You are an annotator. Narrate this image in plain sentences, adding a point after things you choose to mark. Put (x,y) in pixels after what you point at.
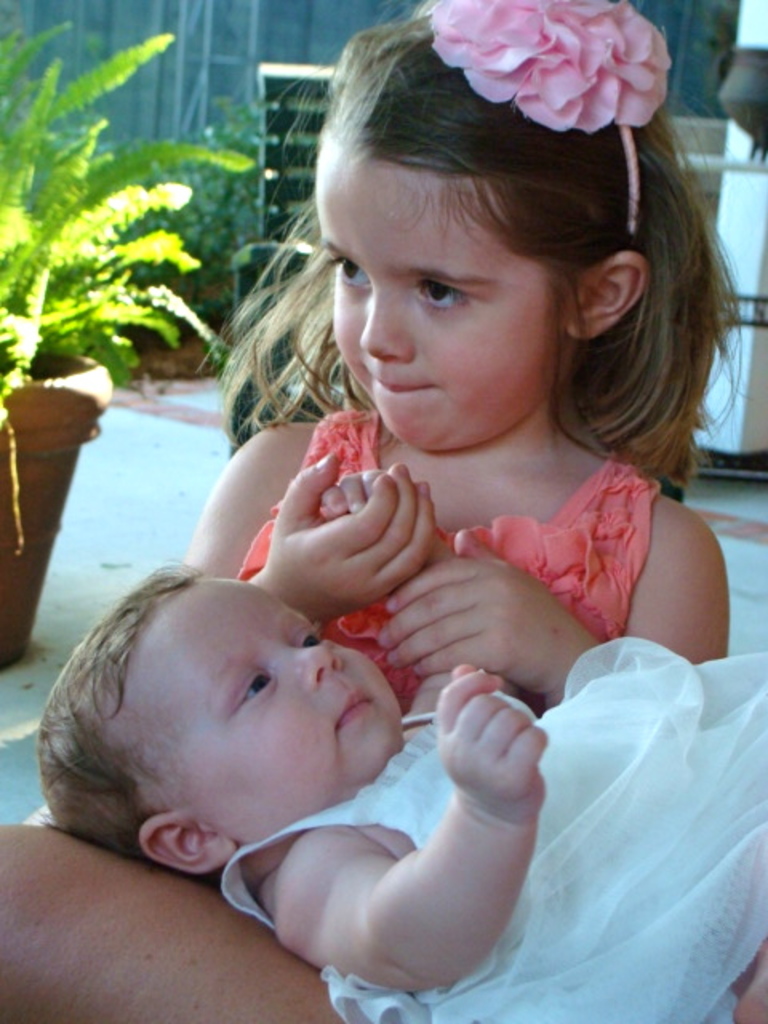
In this image I can see two persons (465,816). In front (581,900) the person (498,832) is wearing white color dress (592,855) and the other person (588,555) is wearing peach color dress (558,531), background (16,228) I can see few plants (158,206) in green color.
